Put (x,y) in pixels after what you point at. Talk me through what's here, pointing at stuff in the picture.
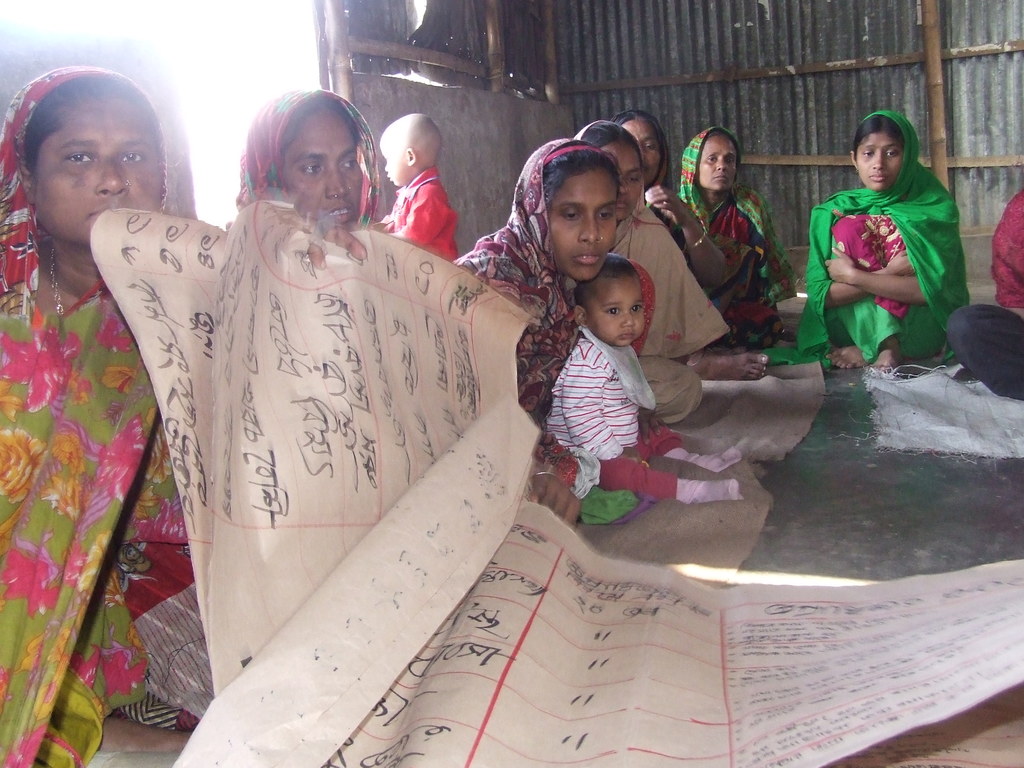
In the image there are some people (523,240) sitting on the floor (766,374) and on the left side (228,355) a person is holding a chart (481,610) and behind the people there is a wall (616,43) made up of aluminium (866,33) and it is supported with wooden sticks (681,78).
